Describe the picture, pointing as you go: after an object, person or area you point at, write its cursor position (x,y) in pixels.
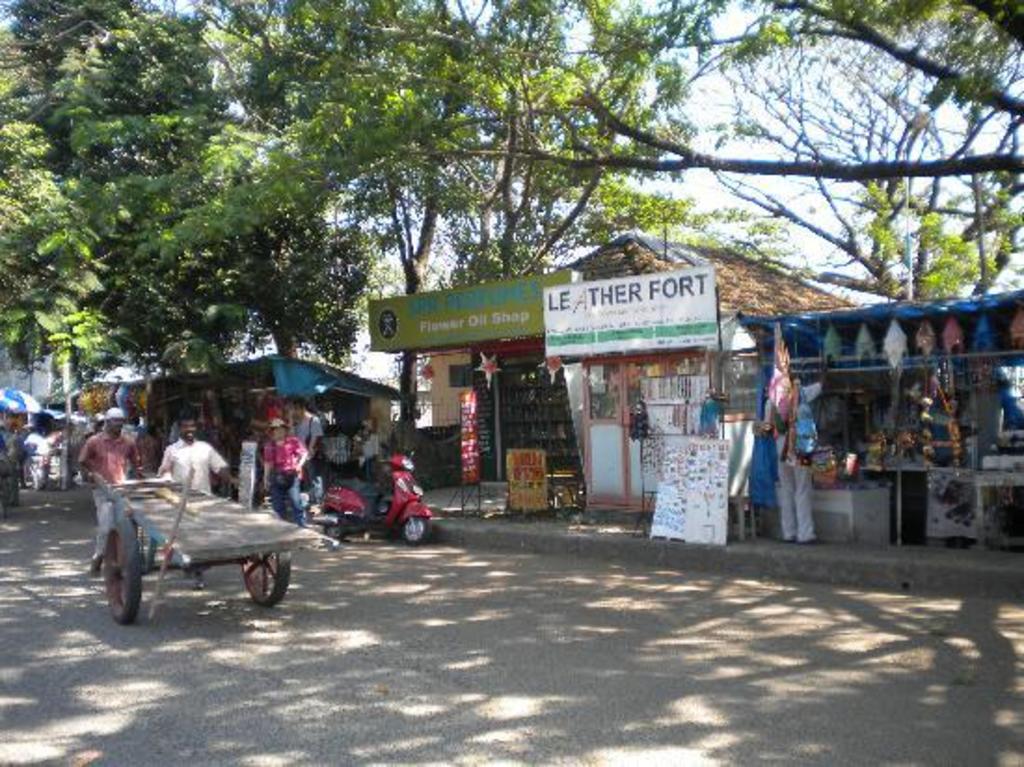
In this picture I can see there are two people (194,452) pushing the trolley (211,547) and there is a person (287,456) standing beside the two wheeler (392,502) and there is a buildings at the right side (768,285) walkway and there are stores (303,389) at right side (861,338). There are trees (473,114) at left (115,62) and the sky (753,98) is clear.
